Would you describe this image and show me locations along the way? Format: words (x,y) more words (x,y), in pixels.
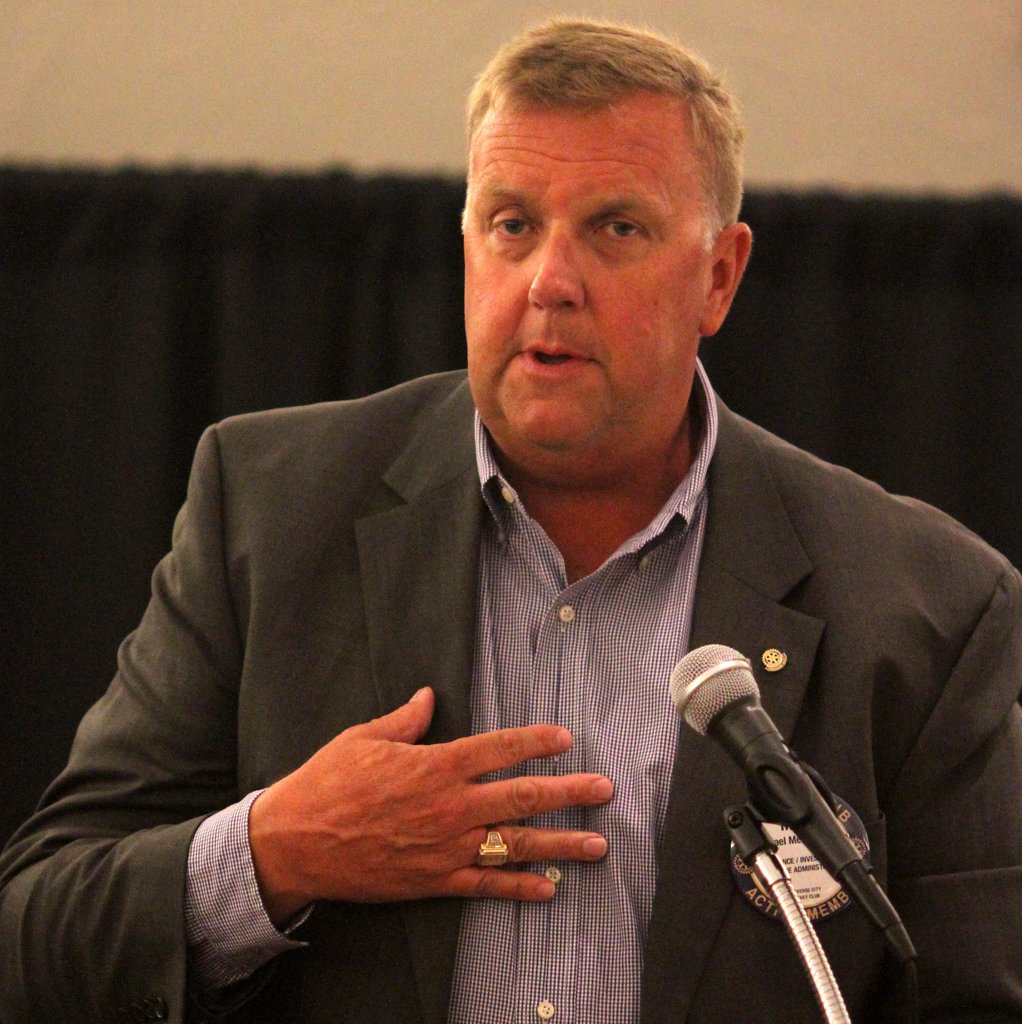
In this picture I can see a man (665,649) talking, on the right side (761,802) there is the microphone (761,802).
